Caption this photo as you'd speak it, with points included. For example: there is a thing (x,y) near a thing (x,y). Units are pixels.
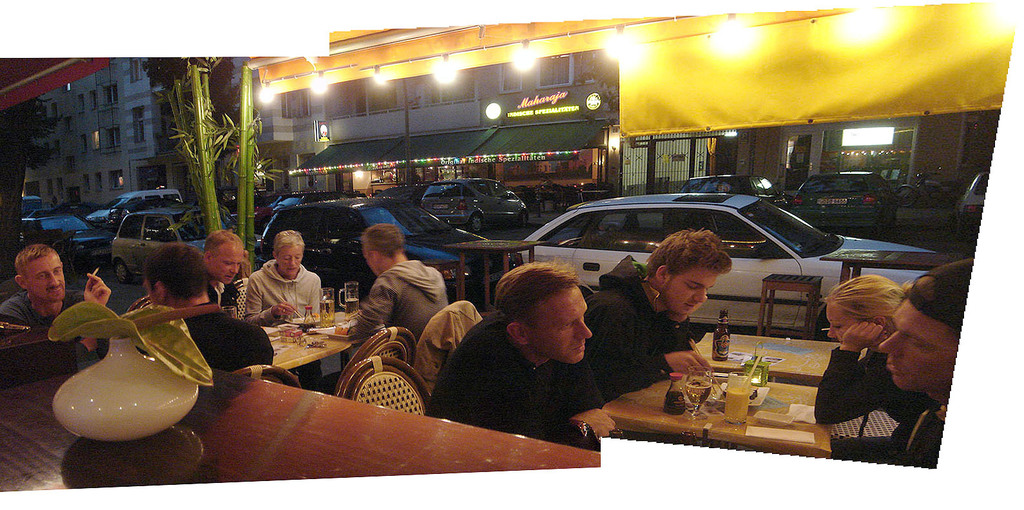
there are so many people (489,381) sitting around a table (713,424) and having a food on it behind them there is a car (144,208) parked on the roads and there is a building (50,96) and a big plants (202,193).
